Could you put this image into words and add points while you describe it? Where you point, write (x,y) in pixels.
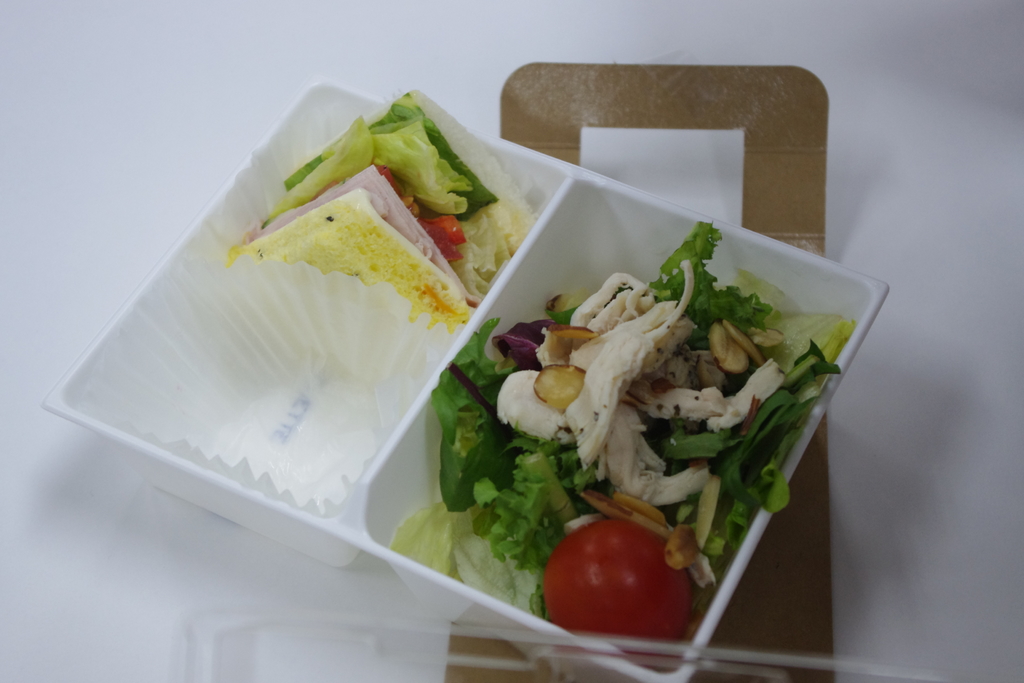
In this picture I can see the food (579,399) in a plastic box (422,433).
